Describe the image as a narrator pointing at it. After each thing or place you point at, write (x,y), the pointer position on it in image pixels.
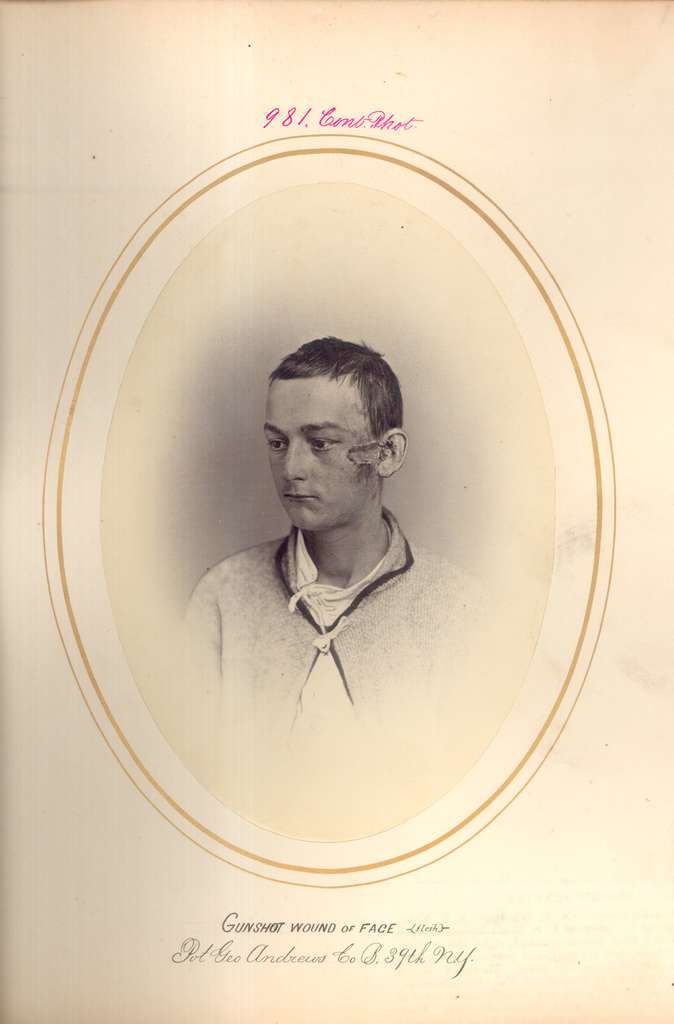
In this image we can see an image of a person (304,413). At the top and bottom we can see some text (229,951).
